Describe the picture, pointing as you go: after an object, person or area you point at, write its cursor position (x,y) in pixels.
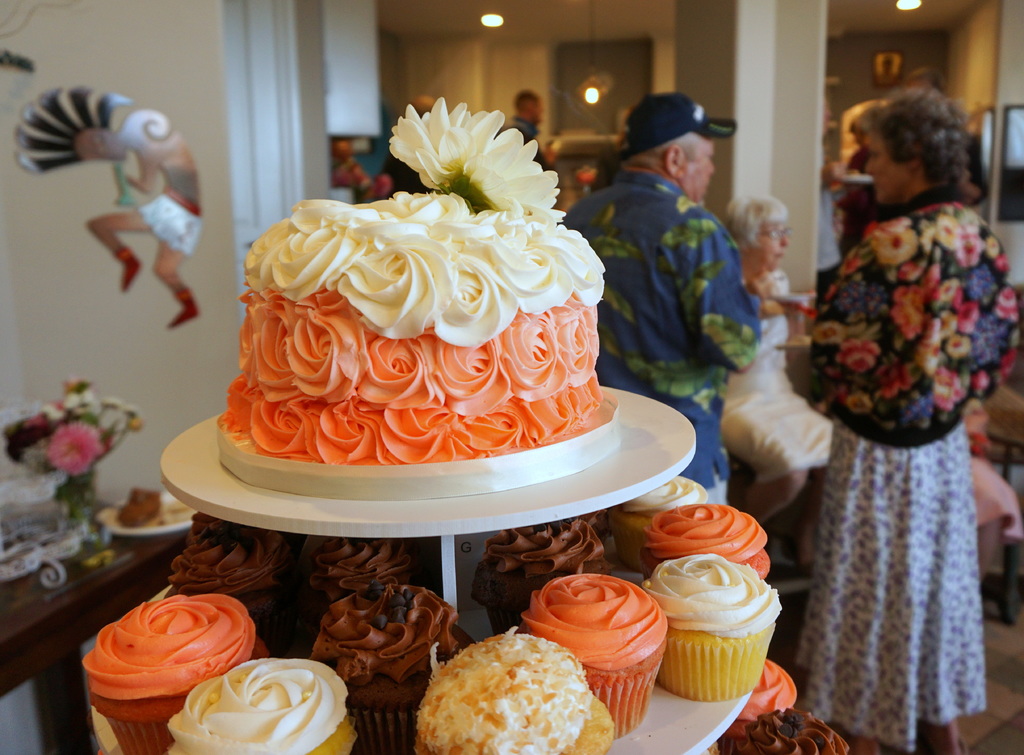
In the foreground (383,527) I can see a cake (574,426), flower vase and a plate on the table (109,586). In the background (670,214) I can see a group of people (676,271), wall (41,0), lights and a pillar (808,107). This image is taken may be in a room (628,107).
